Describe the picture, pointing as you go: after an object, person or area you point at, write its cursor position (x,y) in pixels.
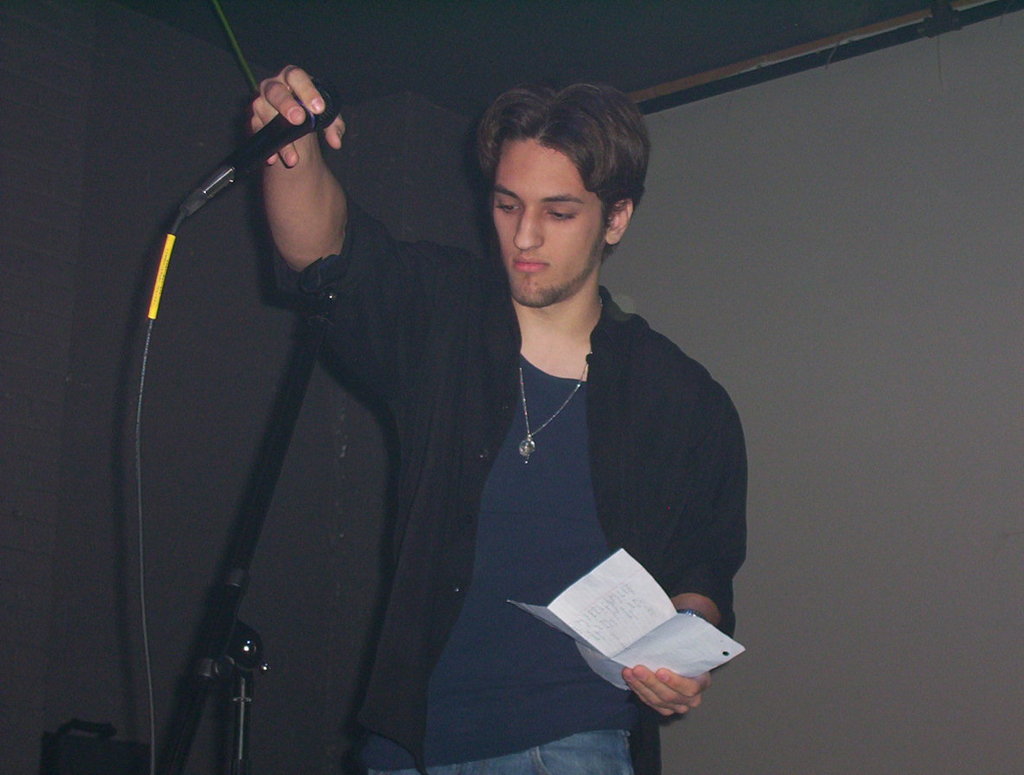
Man (502,456) holding paper (571,596) and microphone (286,143).
